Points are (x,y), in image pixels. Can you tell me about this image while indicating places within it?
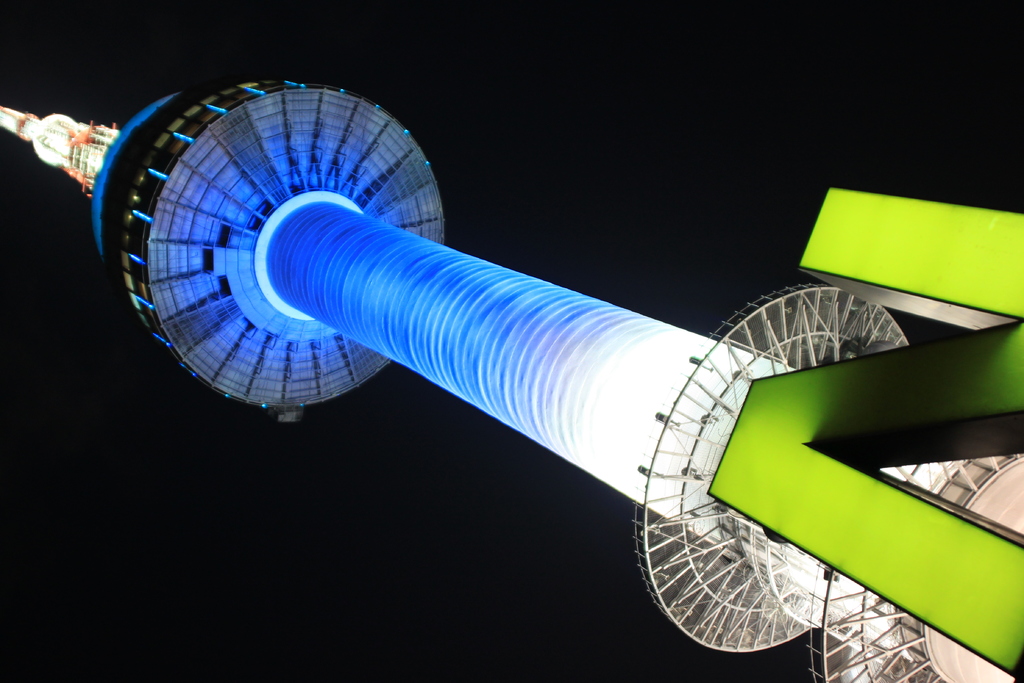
In this image we can see a tower (826,330), lights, and a letter n (791,453), and the background (634,579) is dark.
